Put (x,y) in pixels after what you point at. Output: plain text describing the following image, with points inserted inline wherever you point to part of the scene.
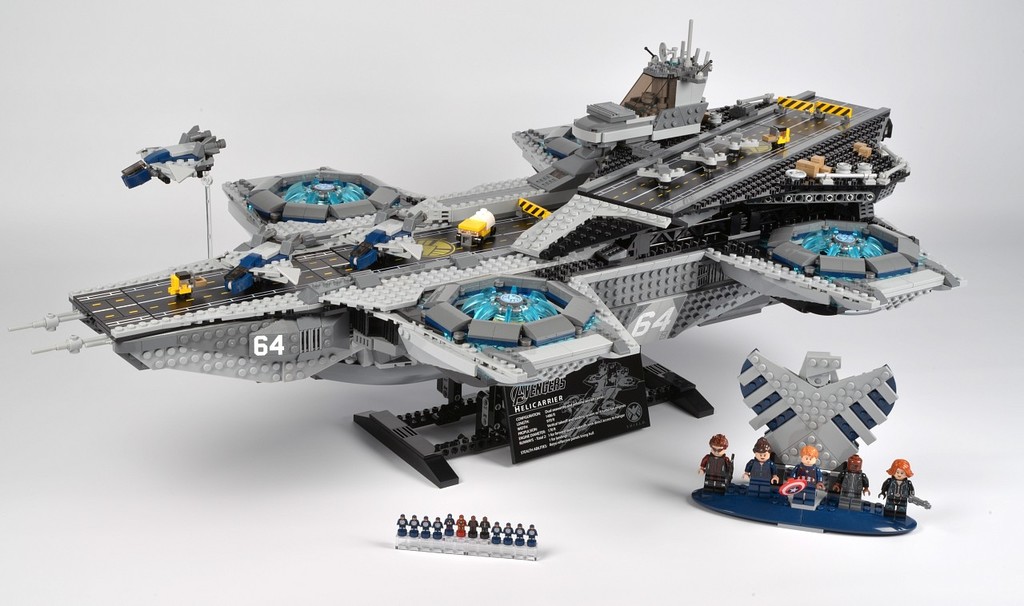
In the picture there is a LEGO model (499,257), it has various different parts (516,272).
